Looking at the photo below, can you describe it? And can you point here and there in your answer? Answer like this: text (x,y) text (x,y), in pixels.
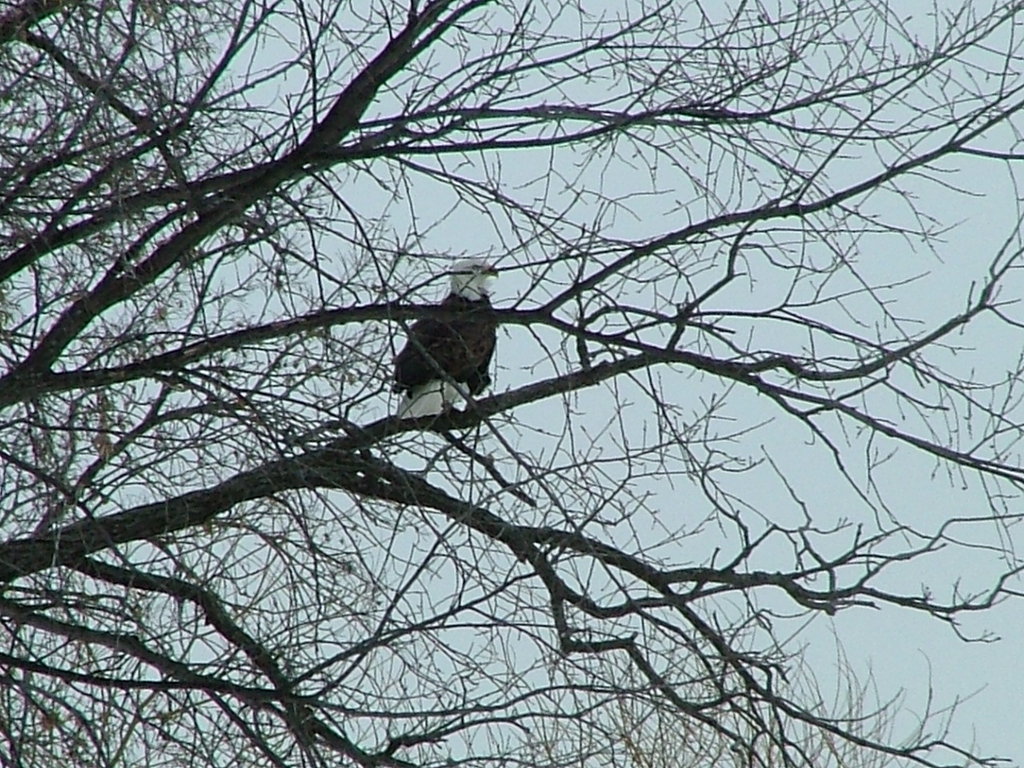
In this image we can see a bird (482,289) on the branch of a tree (124,443). In the background (517,370) we can see the sky (628,222).
